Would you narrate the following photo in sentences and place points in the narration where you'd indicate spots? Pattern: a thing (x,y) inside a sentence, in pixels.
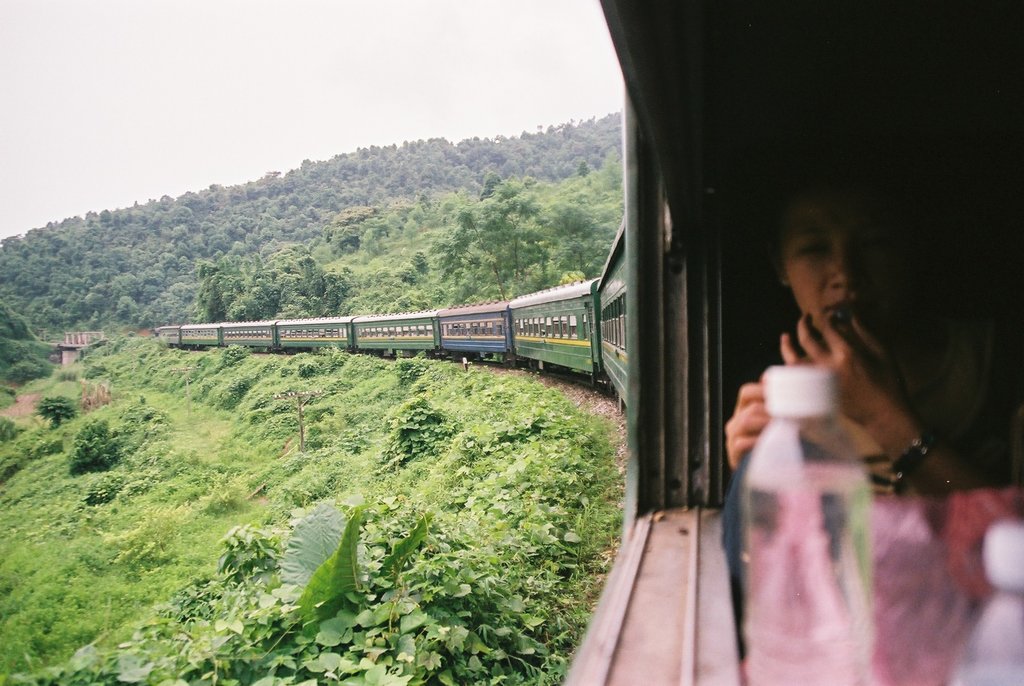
This is the picture of a train (560,327). In this image there is a train (391,323) on the railway track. On the right side of the image (875,294) there is a woman (898,378) sitting inside the train (663,666) and there is a bottle (762,535) inside the train (704,334). On the left side of the image (229,230) there are trees (315,310) on the mountain (314,254) and there is a bridge (61,359). At the top (165,98) there is sky (141,106).
